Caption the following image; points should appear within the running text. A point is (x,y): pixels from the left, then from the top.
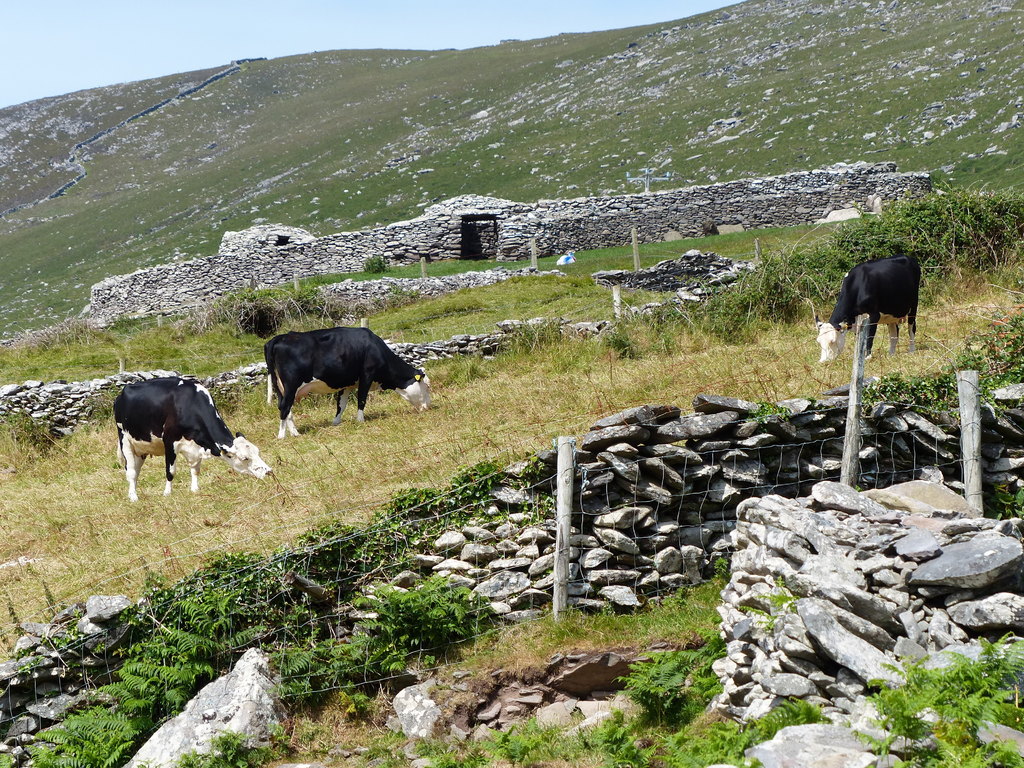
On the left side (297,377), there are two animals (117,397) in black and white color combination, eating grass (313,455) on the ground (199,482), there is a fence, a stone wall (697,466) and there are plants (194,646) and stones (199,708) on the ground (168,531). On the right side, there is an animal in black and white color combination, eating grass (789,379) on the ground (785,386). In the background (221,242), there is a stone wall (819,214), there is a mountain (231,218) and there is sky (457,40).
